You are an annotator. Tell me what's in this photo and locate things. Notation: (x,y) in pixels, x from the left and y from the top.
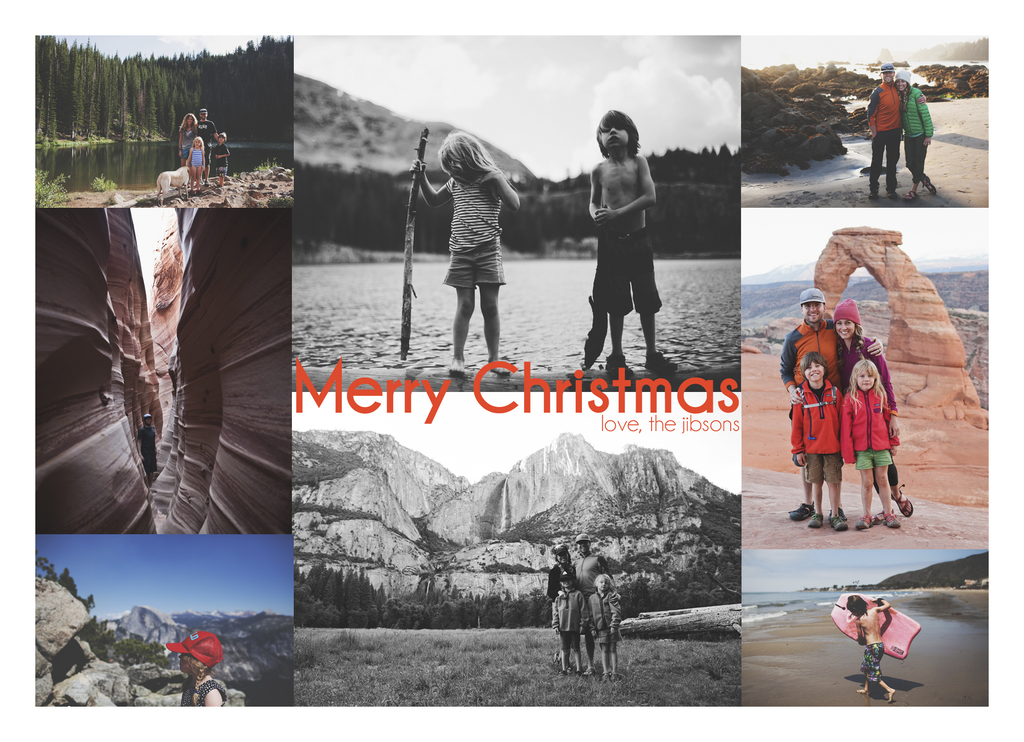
In this image I can see the few people (605,131) with different color dresses (836,389). In this image I can see the water (519,358), rocks (565,472), many trees (696,583) and one person (863,636) holding the surfboard (905,636). I can also see the sky (162,574) in the back (175,592).
